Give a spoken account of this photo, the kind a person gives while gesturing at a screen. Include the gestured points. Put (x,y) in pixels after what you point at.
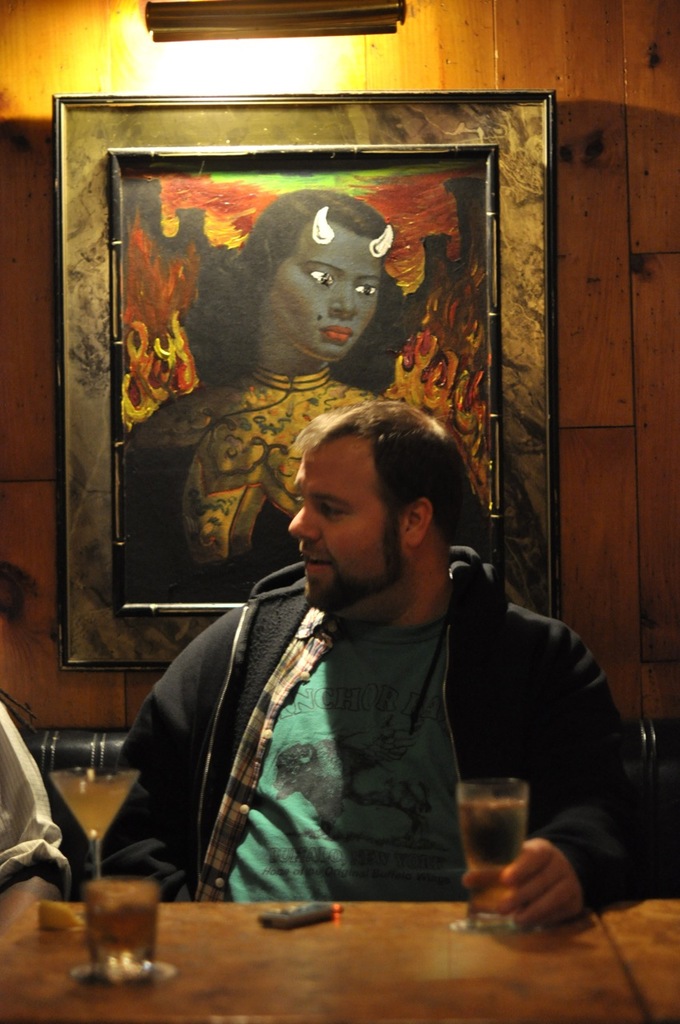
This picture shows a man (348,737) sitting in the chair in front of a table (289,945) on which some glasses (143,929) were placed. He is holding the glass (489,822). In the background (299,330) there is a photo frame (272,282) with demon (301,304) attached to the wall (412,65) here.
